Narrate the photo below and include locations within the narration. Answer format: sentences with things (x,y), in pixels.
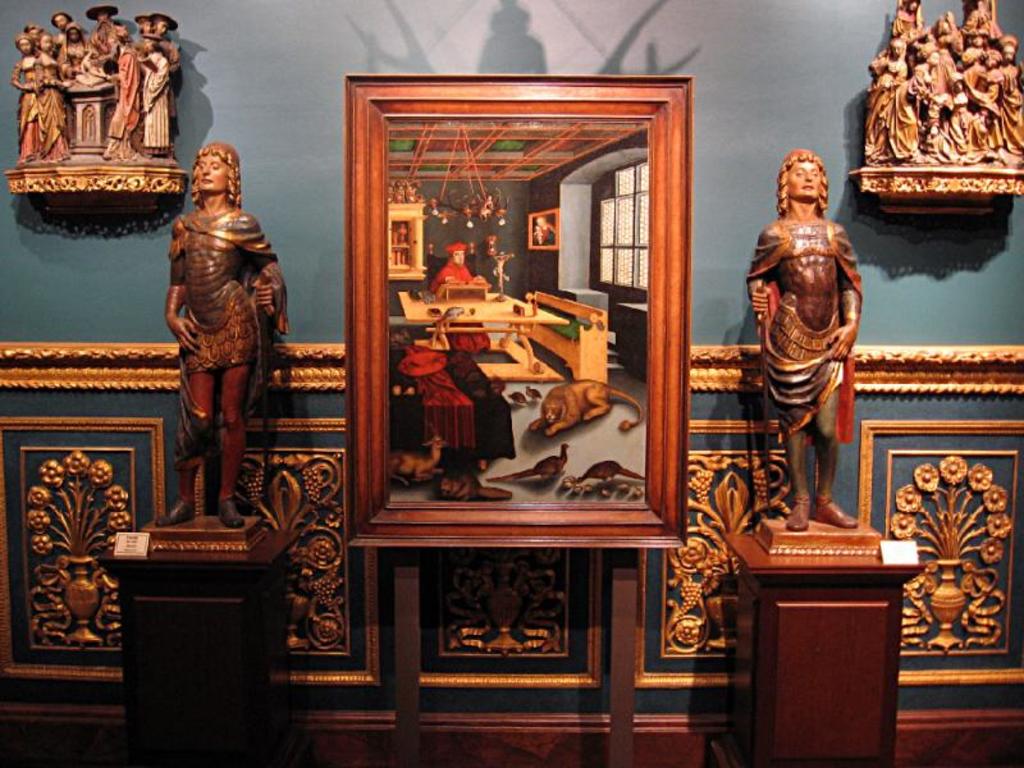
In this image, we can see statues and there is a frame (579,323). In the background (115,64), there are sculptures (149,82) on the wall (774,78).
